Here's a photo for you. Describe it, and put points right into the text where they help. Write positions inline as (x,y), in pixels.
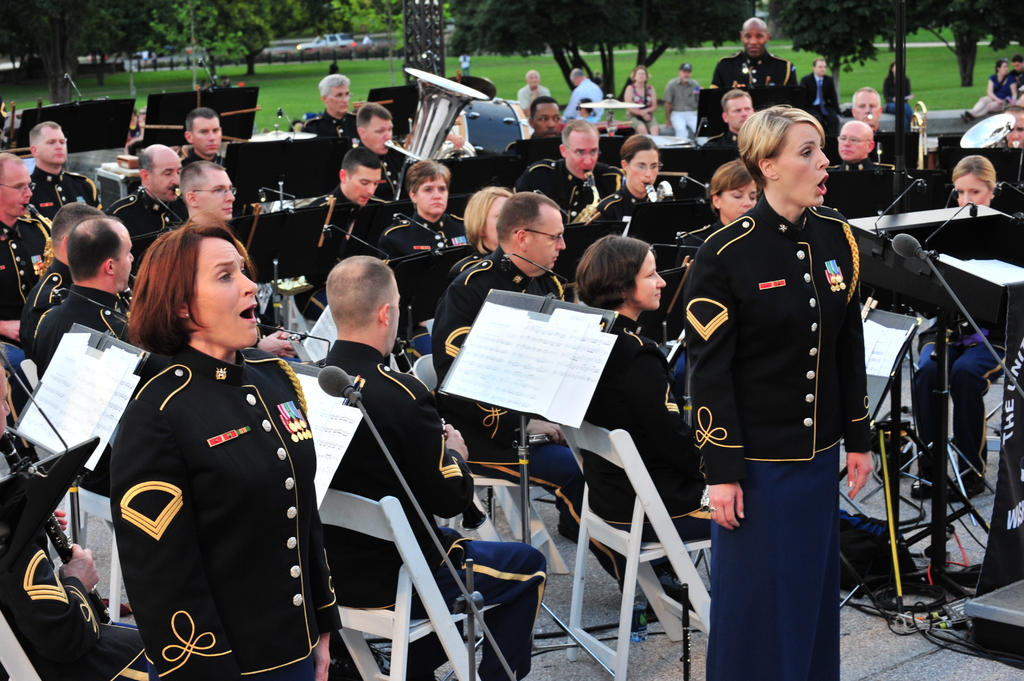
In this image there are the group of people (632,169) sitting on the chair (387,503) and wearing a navy blue color skirt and they both mouth (251,321) was open and they are playing a music in front of the mike (347,396). there are some audience (638,111) listen to the music. backside there are some trees (537,19) and there is a grass (282,68) and there is a vehicle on the road (378,42). there are some musical instrument (924,132) kept on the right side (997,145).
